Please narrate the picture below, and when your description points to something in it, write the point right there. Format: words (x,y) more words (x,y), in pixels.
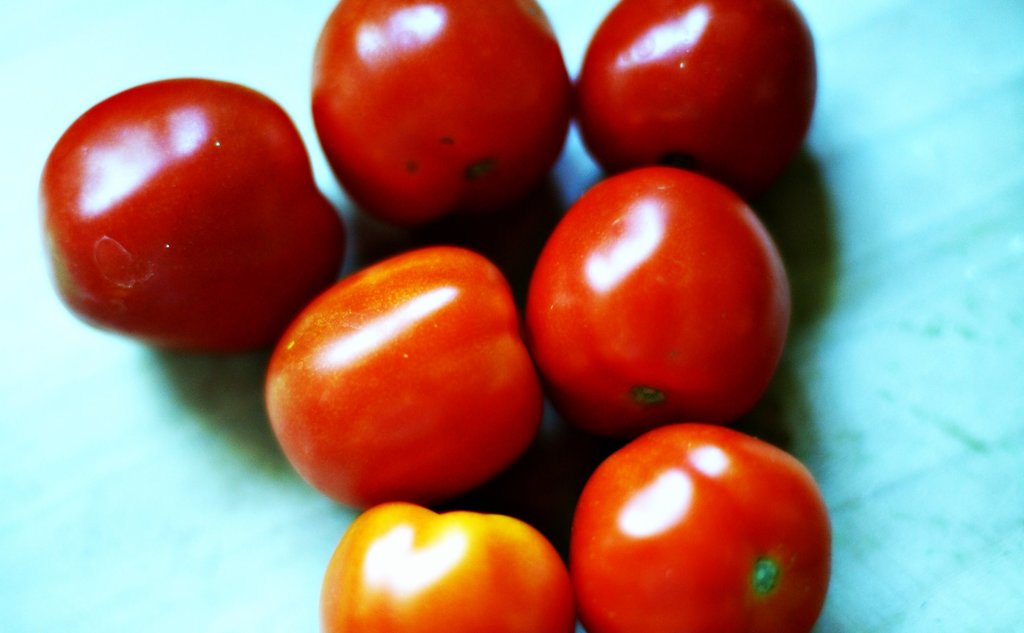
In the middle of this image (411,389), there are seven tomatoes (701,214) arranged on a surface (602,444). And the background (103,59) is blue in color.
